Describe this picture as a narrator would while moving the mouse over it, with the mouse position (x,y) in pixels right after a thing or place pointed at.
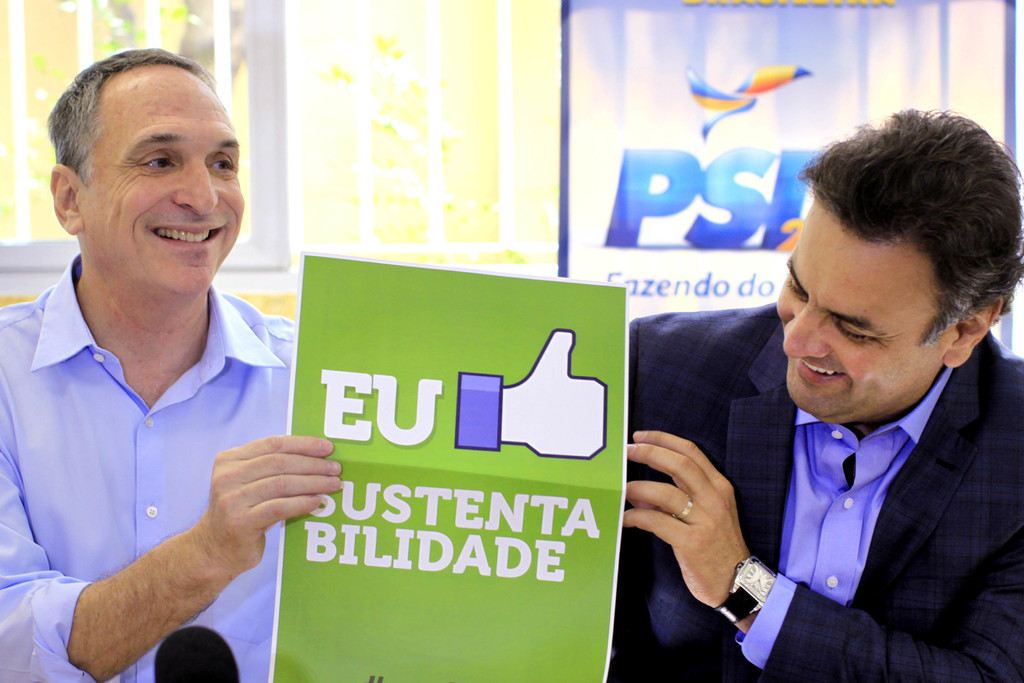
In this picture I can see two persons (818,389) smiling and holding a poster (442,285), and in the background (335,156) there are iron grilles (498,121) and a board (619,129).
